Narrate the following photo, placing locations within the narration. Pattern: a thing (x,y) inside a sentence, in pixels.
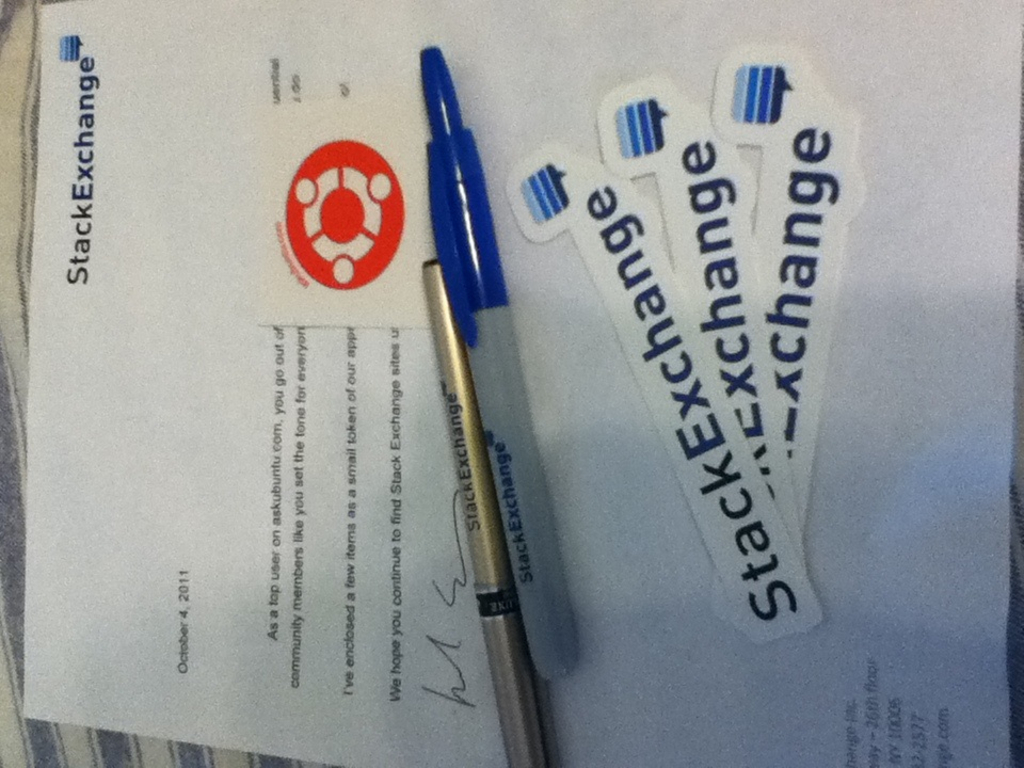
In this image we can see there is a paper (507,293) with text (645,290) and a logo (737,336). And there are pens (459,249). At the back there is a cloth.
